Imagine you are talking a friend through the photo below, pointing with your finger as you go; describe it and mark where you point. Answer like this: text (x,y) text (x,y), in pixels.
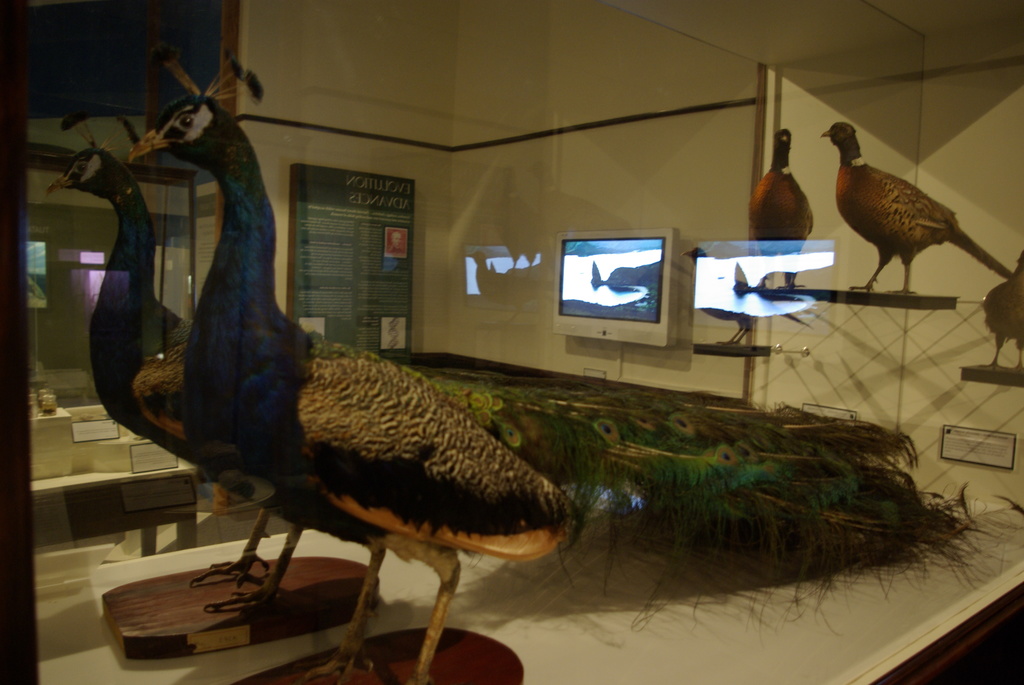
In this image I can see few birds (847,482). In the background (550,308) I can see the screen (622,294), board (411,297) and the wall (427,251). I can see the reflection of birds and screen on the glass (468,322).
